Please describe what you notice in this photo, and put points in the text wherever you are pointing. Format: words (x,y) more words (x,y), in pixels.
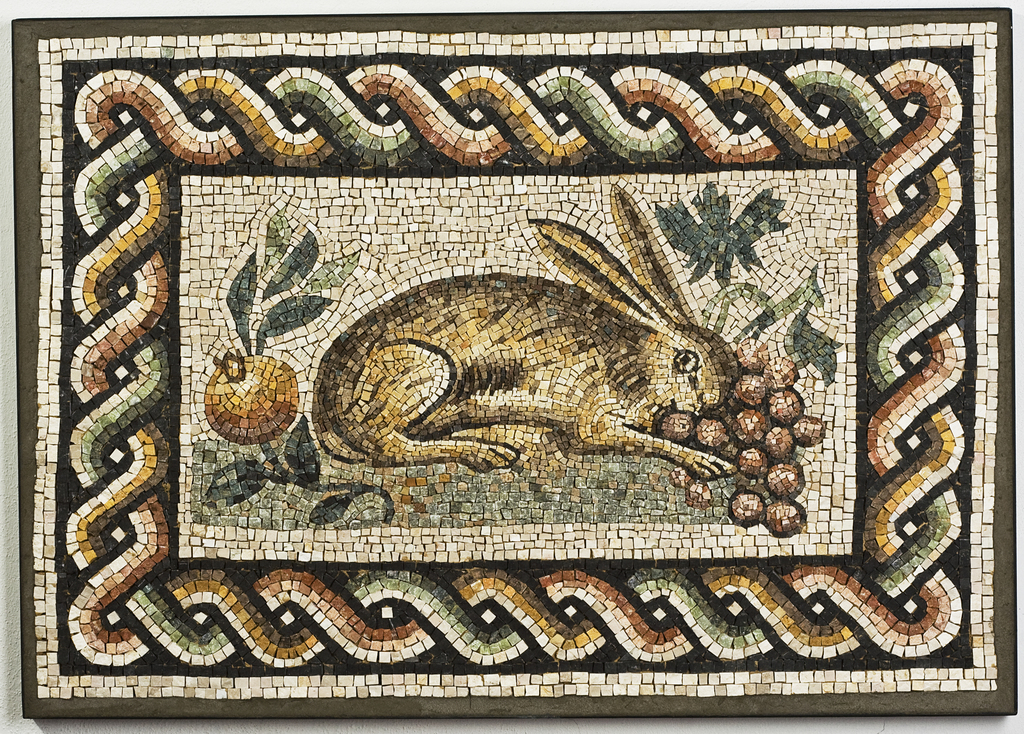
In the center of the image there is a wall (1,35). On the wall (396,13), we can see one frame (896,356). On the frame (178,327), we can see some design (343,448), in which we can see one rabbit (498,411), plants (313,464), one fruit (251,390), stones (511,274) and a few other objects (783,385).
